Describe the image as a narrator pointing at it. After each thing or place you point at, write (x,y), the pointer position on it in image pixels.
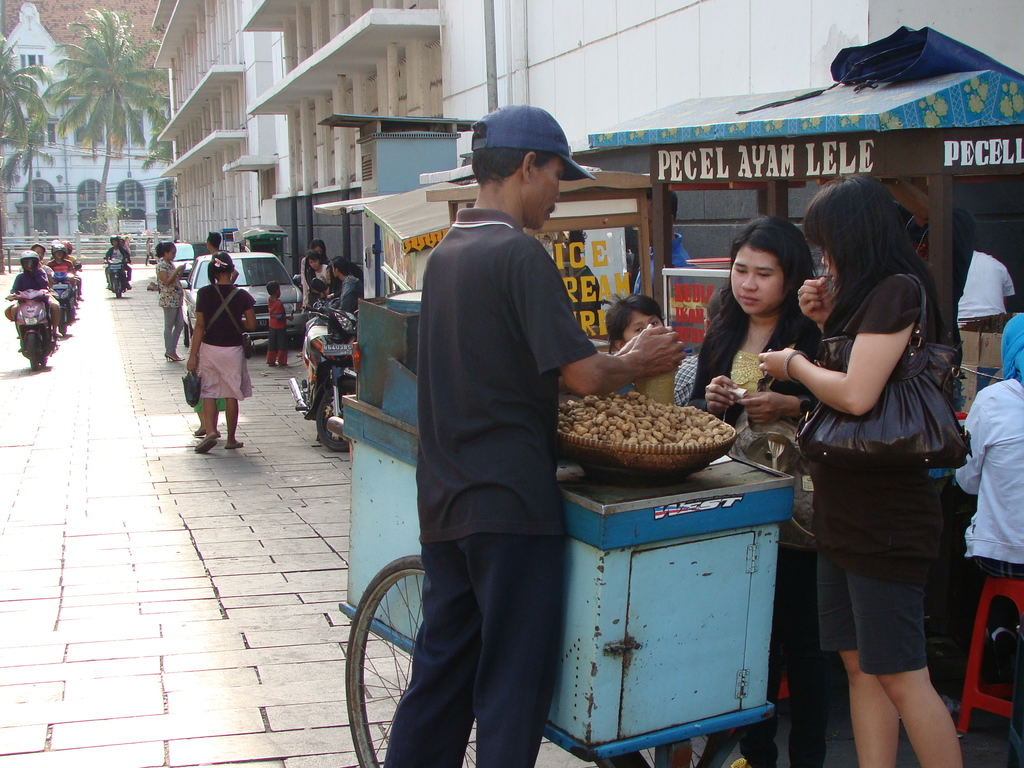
In this image a man (491,482) standing in the middle (511,472) is selling groundnuts (648,433). There are groundnuts (632,433) in a basket (640,443). There are few people (737,346) around the trolley (732,497). On the roads (95,324) few bikes (67,294) are moving. In the side few vehicles (306,319) are parked. There are buildings (153,205), shops (442,216), trees (17,120) in the background (166,205).
